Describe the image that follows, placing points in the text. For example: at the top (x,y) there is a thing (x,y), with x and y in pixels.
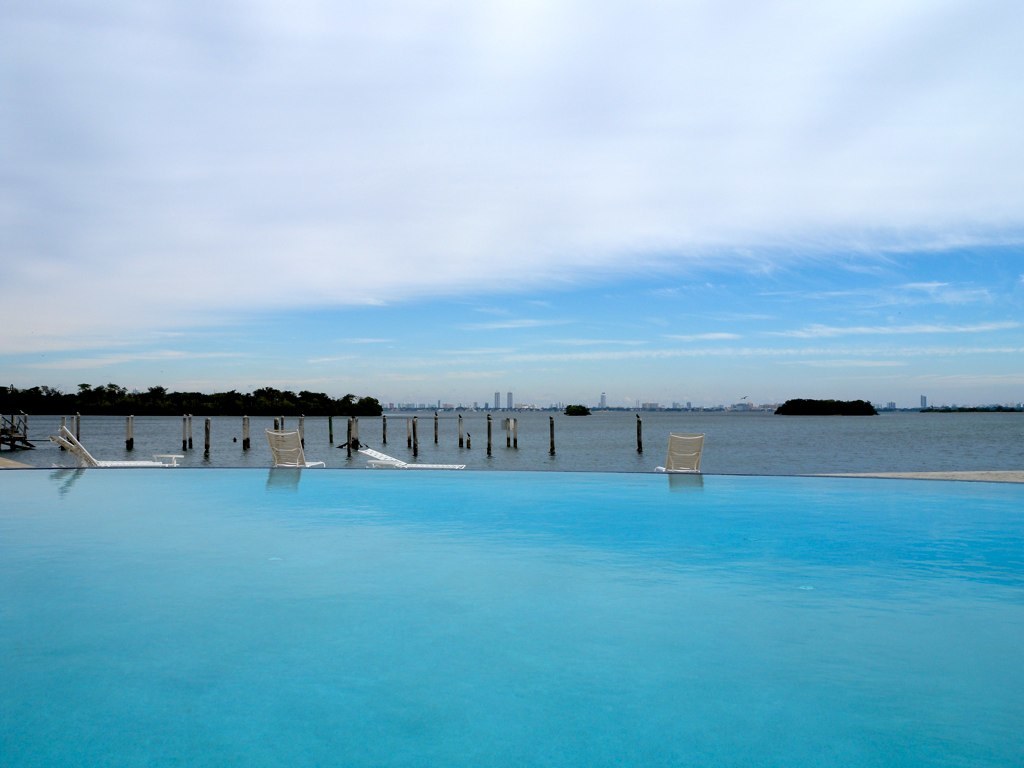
In this image I can see the water (620,565), few poles (636,432) which are black and white in color, few chairs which are white in color and few trees (178,400). In the background (56,377) I can see few buildings (444,406) and the sky (439,254).
